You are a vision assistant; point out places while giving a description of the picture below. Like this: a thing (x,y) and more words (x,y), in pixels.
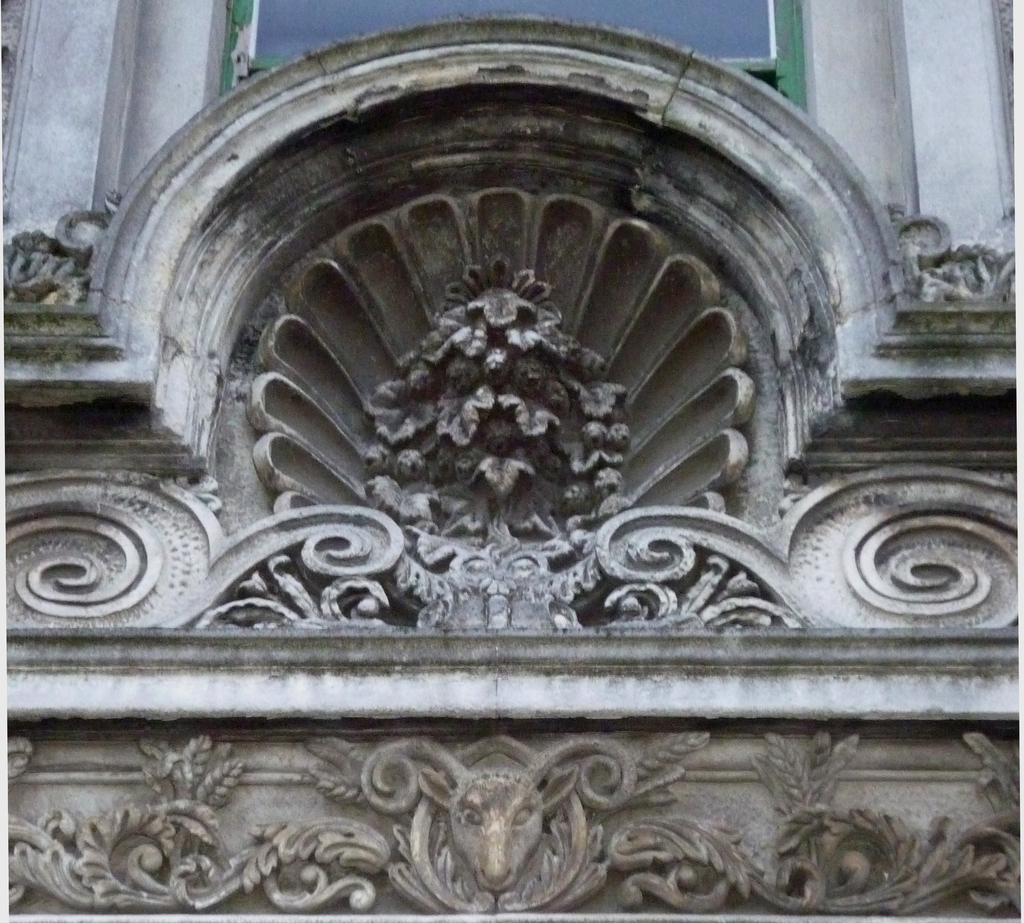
This picture shows stone carving (189,852).
